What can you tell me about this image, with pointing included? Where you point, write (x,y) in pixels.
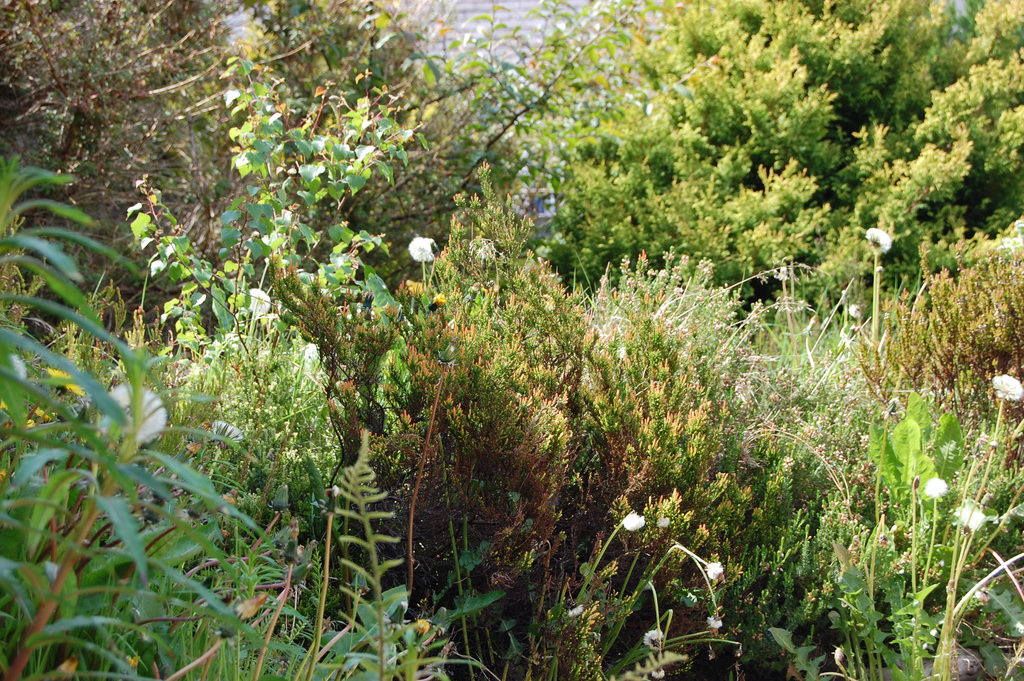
In this image I can see number of trees (525,428) which are green and brown in color and to the trees (574,425) I can see few flowers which are white in color.
